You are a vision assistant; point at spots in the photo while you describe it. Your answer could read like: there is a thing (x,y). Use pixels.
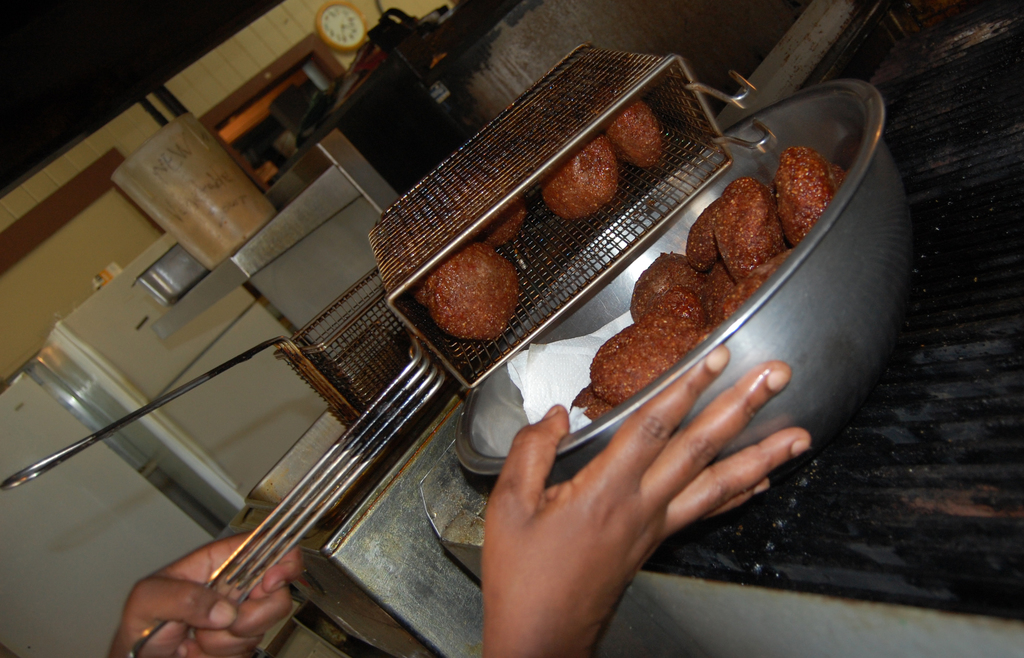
In this image there are hands (159,631) one hand (225,559) is holding vessel (438,383) and another one is holding a bowl (860,201), in that there are food items (739,257) at the bottom (931,616) there a table (1015,622), in the background (183,131) there is a fridge (81,427), tin (204,159), clock (352,38).
